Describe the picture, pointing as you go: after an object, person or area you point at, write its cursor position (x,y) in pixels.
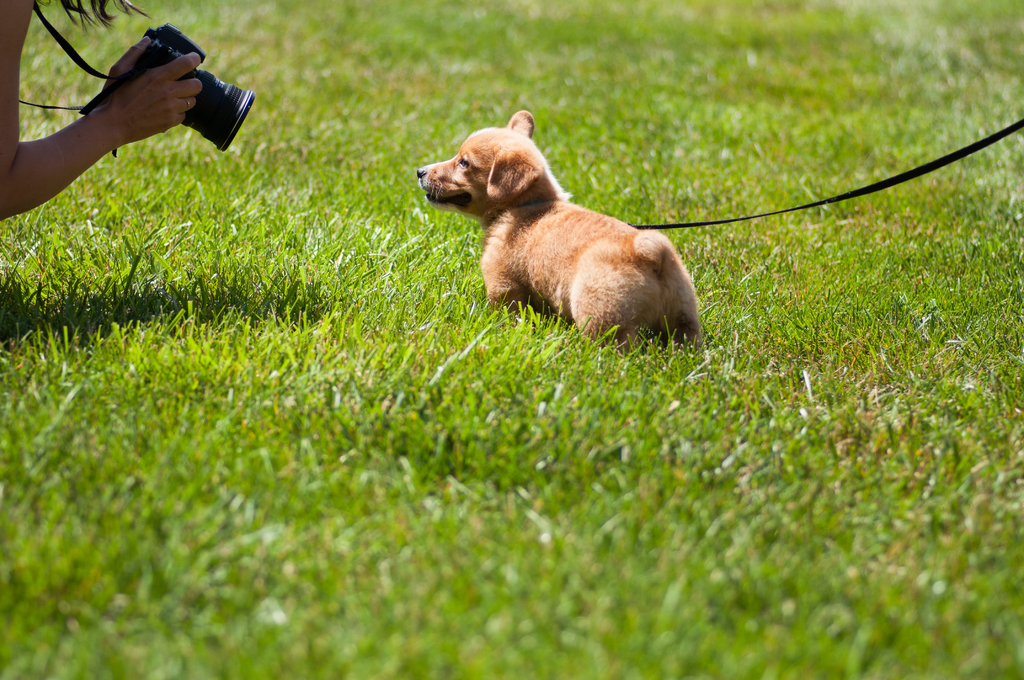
In the center of the image (616,278) there is a dog (582,263). At the bottom (391,573) we can see grass (506,491). On the left (100,129) there is a person hand (134,97) holding a camera (208,121).
